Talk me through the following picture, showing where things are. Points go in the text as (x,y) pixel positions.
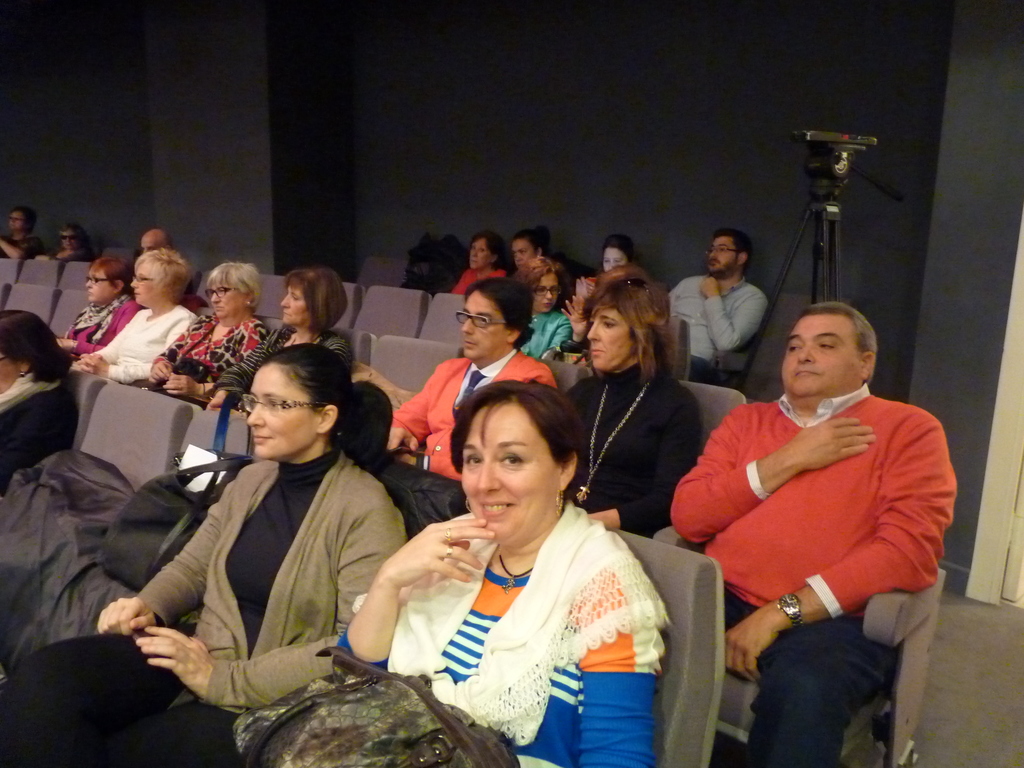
Here people (505,420) are sitting on the chairs (423,348), this is camera (822,178), this is wall (498,130).
